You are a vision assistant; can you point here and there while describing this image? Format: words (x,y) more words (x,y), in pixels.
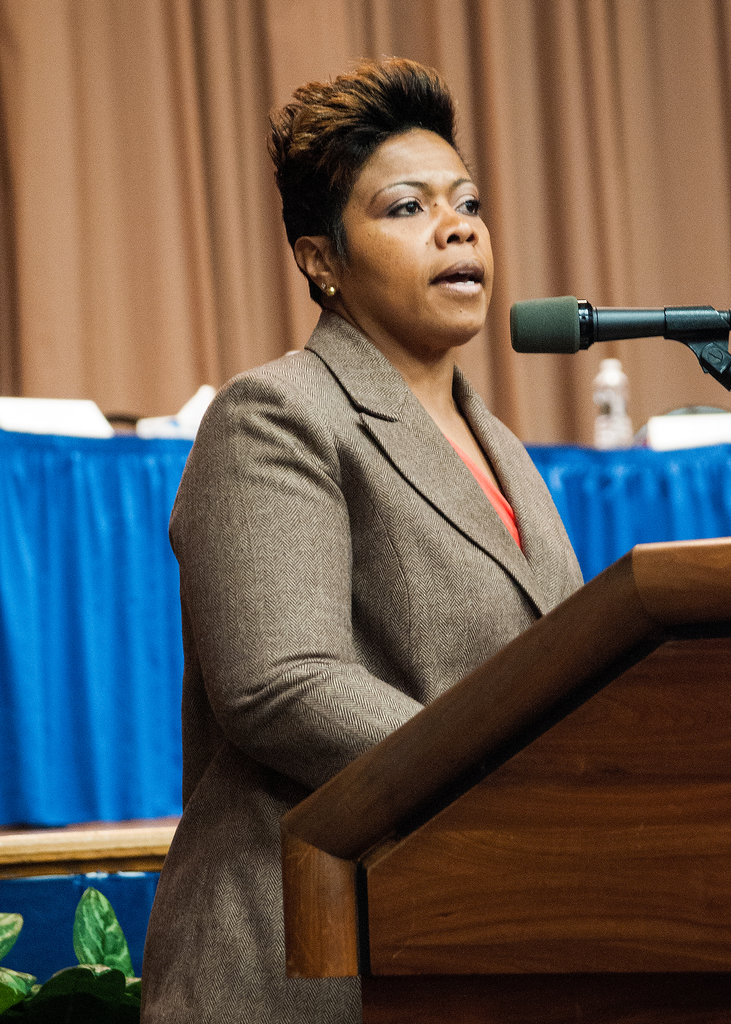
In this image we can see there is a person (378,361) standing and talking into a microphone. At the back (96,940) there are leaves (88,924) and there is a table (126,632), on the table (99,600) there is a cloth (124,730), bottle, and board (78,430). And there is a curtain (249,184).
